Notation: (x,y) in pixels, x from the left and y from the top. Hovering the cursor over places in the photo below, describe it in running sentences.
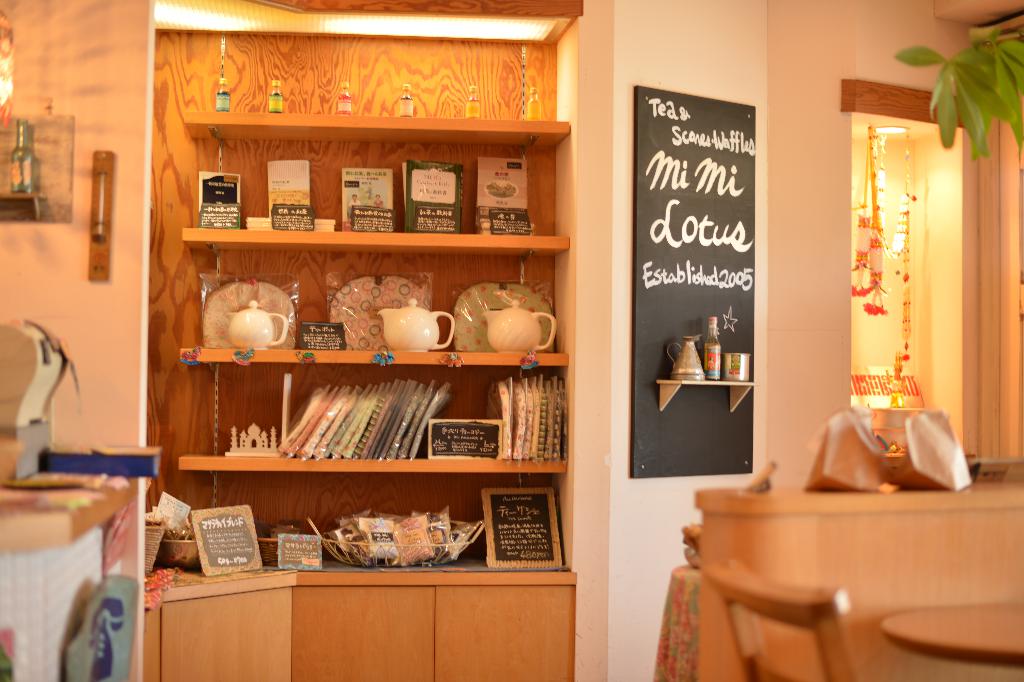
On the left side (24,357), there are some objects (119,462) on the table (74,543). On the right side (955,543), there are some objects (917,429) on the table (994,492) near a chair (840,594). In the background (513,295), there are plates (249,289), vessels (259,313), pots (507,327), books (510,188), bottles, frames (525,510) and other objects (318,457) arranged on the shelves (511,124). There is a hoarding (651,246) attached to the wall (586,307), there is a bottle (716,353), jug (697,360) and a glass (744,362) on the shelf (715,383), there are lights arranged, there is a plant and there is wall (110,69).
